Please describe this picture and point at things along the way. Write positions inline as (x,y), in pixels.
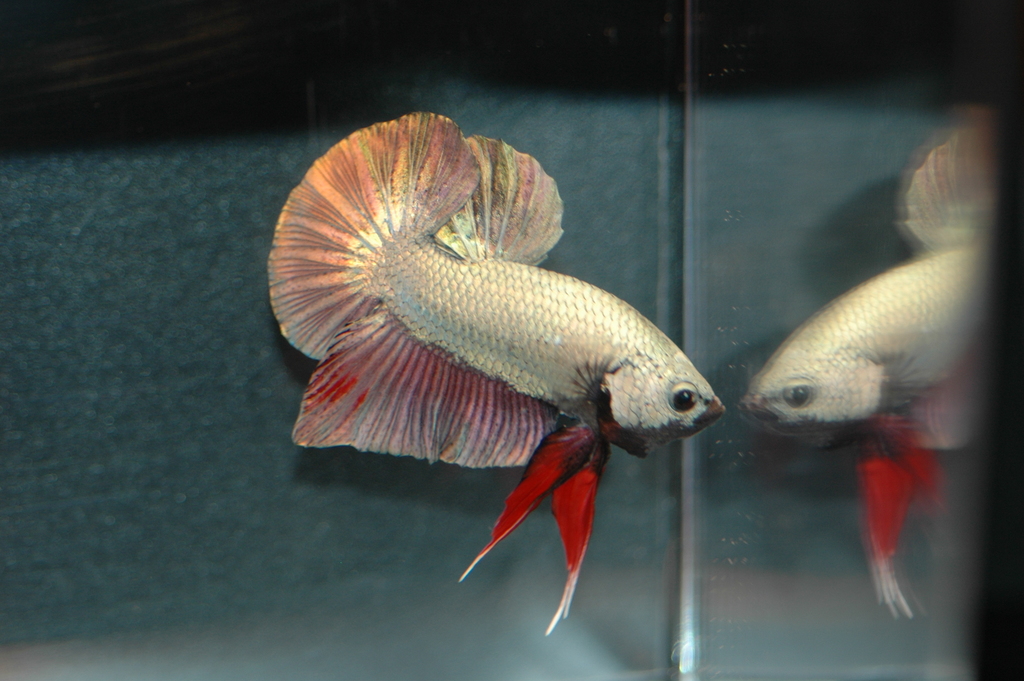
In this image we can see a fish (530,279) and reflection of it and the background (367,488) it looks like the wall (239,450).
